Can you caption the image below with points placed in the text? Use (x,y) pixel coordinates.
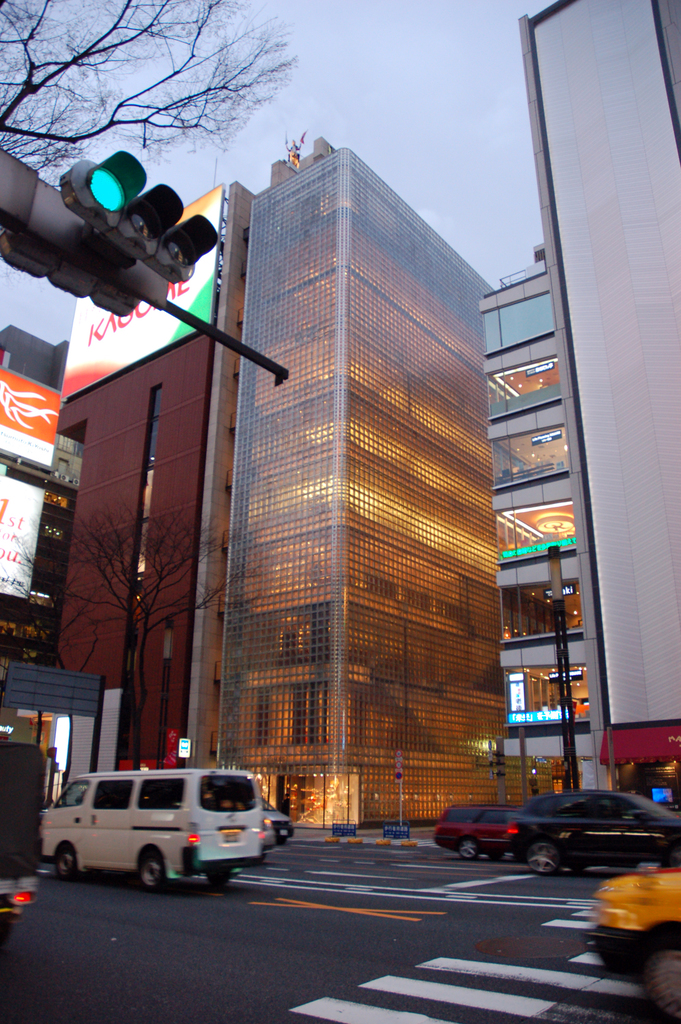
In this image, we can see few buildings (398,501) with glass (450,603) and walls (177,440). At the bottom (511,921), there is a road (288,959). Here we can see few lines (471,1006). So many vehicles (665,864) are on the road (405,871). Background (567,746) we can see few poles (568,702), tree (124,626), hoardings (31,412), boards (189,747). Top of the image (69,319), there is a traffic light (101,243), tree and sky (259,129).
